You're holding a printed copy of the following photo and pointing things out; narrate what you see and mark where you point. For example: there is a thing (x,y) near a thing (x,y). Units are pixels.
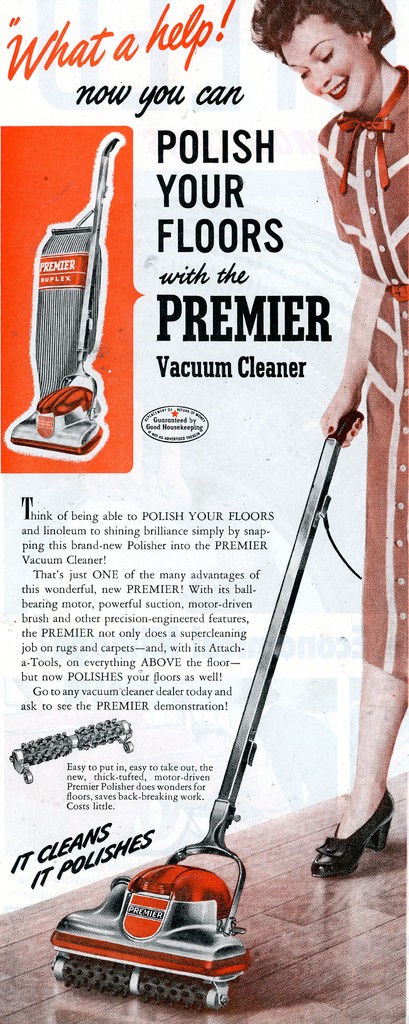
In this image we can see a woman (358,386) wearing a dress (387,280) and standing on the floor (325,885) and holding vacuum cleaner (193,938) in her hand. To the left side of the image (133,695) we can see some text (115,591).
